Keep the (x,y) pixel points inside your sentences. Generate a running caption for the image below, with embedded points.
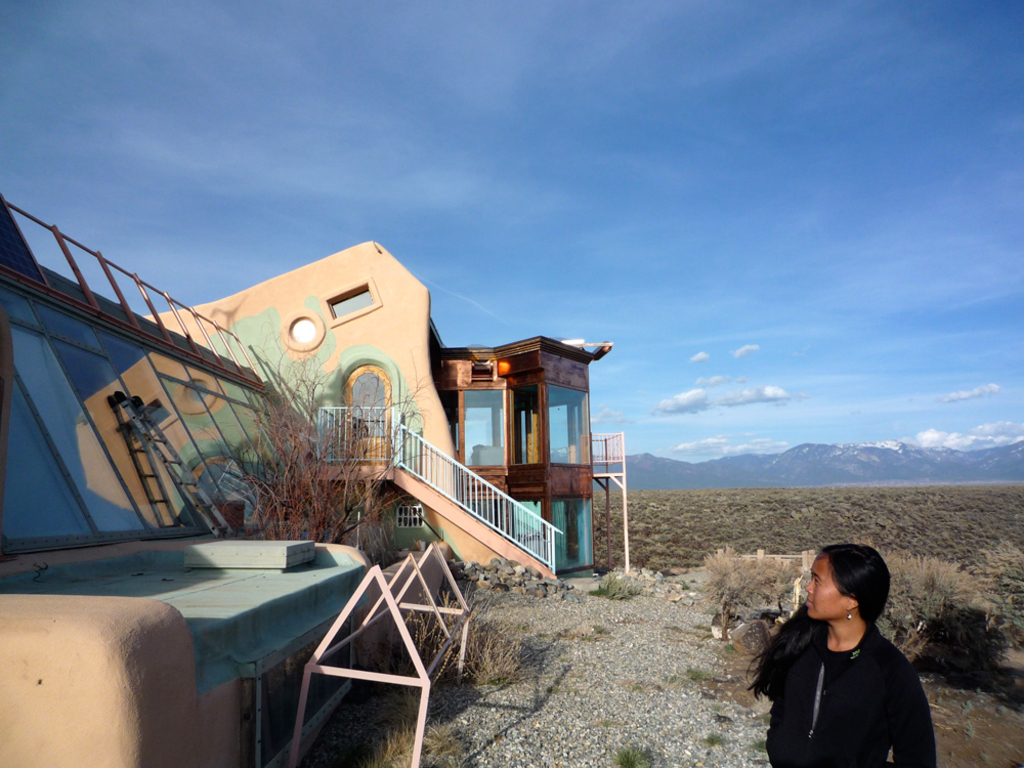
In the image there is a woman (801,669) in black dress (801,669) standing on the right side (880,659), on the left side (69,554) there is a home (261,401), in the back (687,519) the land (746,518) is covered with dry trees (949,553) followed by hills (681,473) over the whole background (812,472) and above its sky (714,209) with clouds (745,390).
